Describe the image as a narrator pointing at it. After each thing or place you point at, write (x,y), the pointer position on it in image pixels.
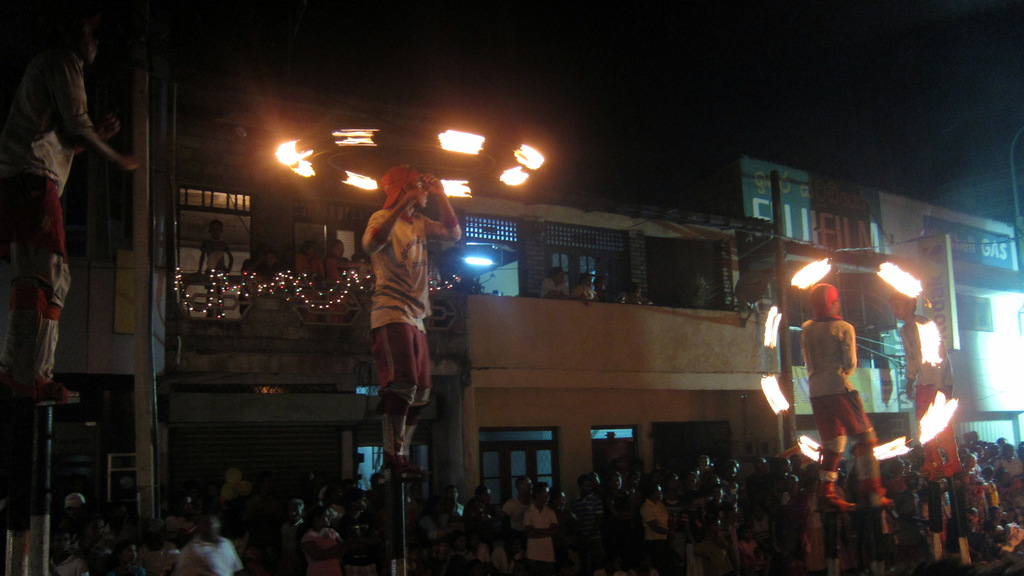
In this image, I can see four persons (374,341) standing on the poles (827,530). Among them three persons (390,317) are doing fire performance. There are buildings (490,303), lights (264,285) and groups of people (450,547) standing. The background (592,447) is dark.
